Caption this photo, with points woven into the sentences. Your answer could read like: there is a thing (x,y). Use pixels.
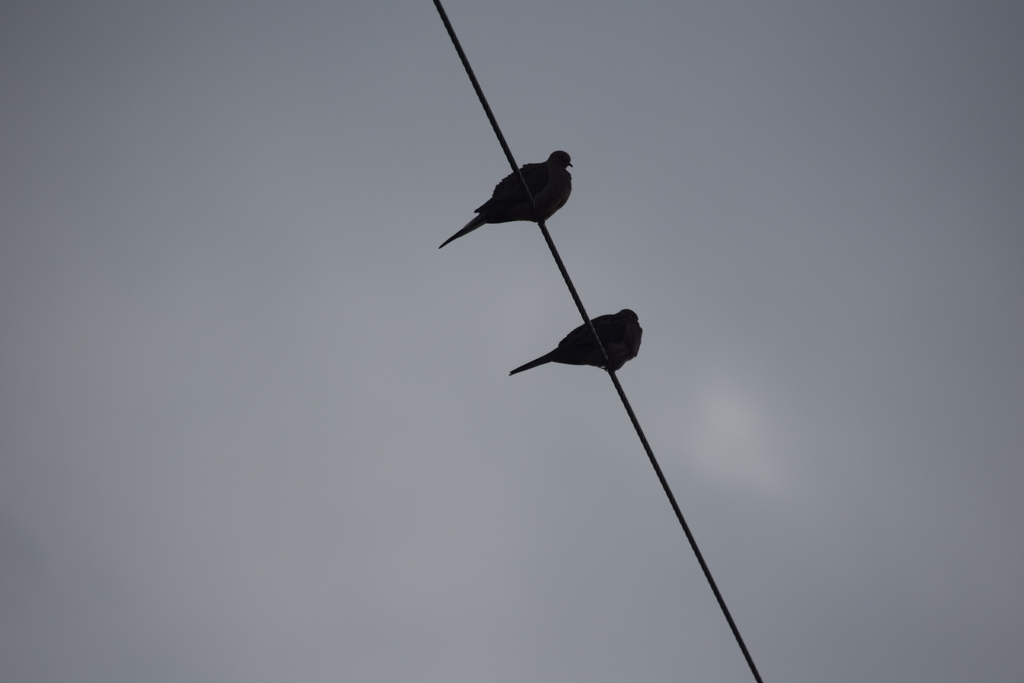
In this image we can see two birds (548,207) standing on a electric cable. In the background (587,511) there is sky (382,252).
